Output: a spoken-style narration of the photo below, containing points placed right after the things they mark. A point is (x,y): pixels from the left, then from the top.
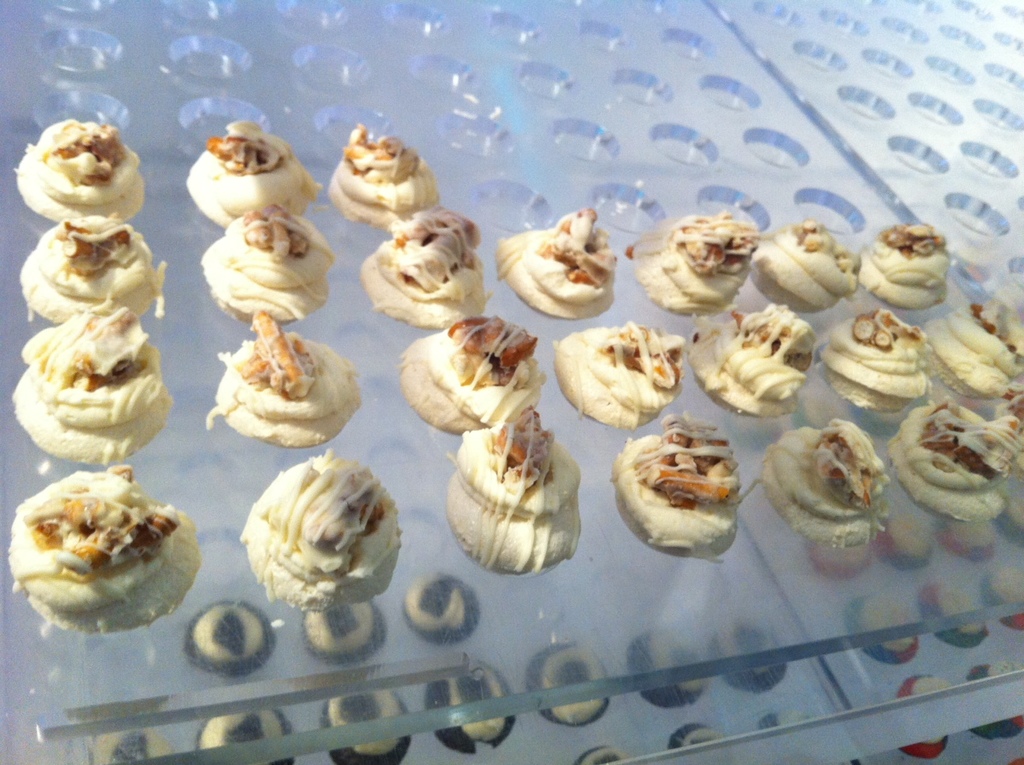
In this image I can see food items (456,420) on glass surfaces (589,499).
